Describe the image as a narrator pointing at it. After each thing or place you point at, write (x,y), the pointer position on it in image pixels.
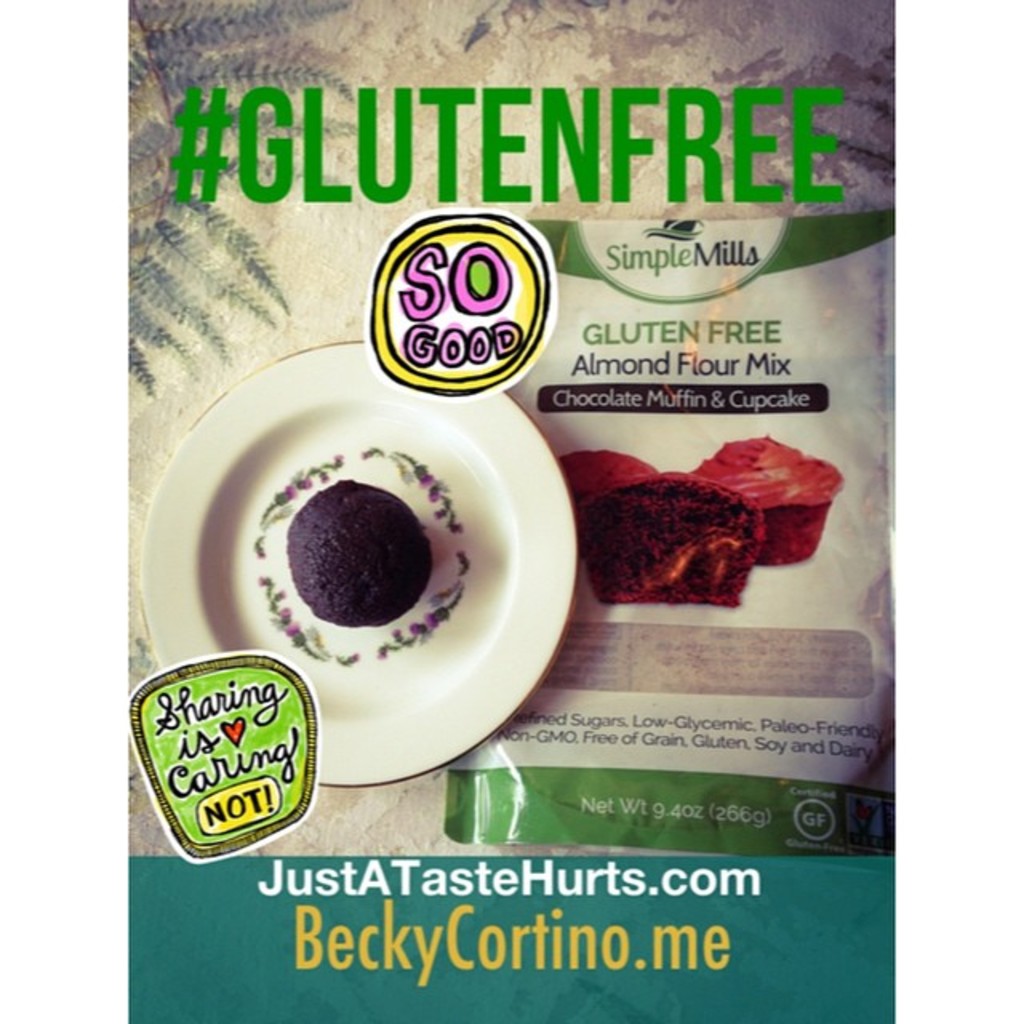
On the left side of the image (211,510) a cake (349,574) is present on the plate (330,447). On the right side of the image (722,539) we can see a packet (751,341). In the background of the image (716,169) some text (290,168) is there.
